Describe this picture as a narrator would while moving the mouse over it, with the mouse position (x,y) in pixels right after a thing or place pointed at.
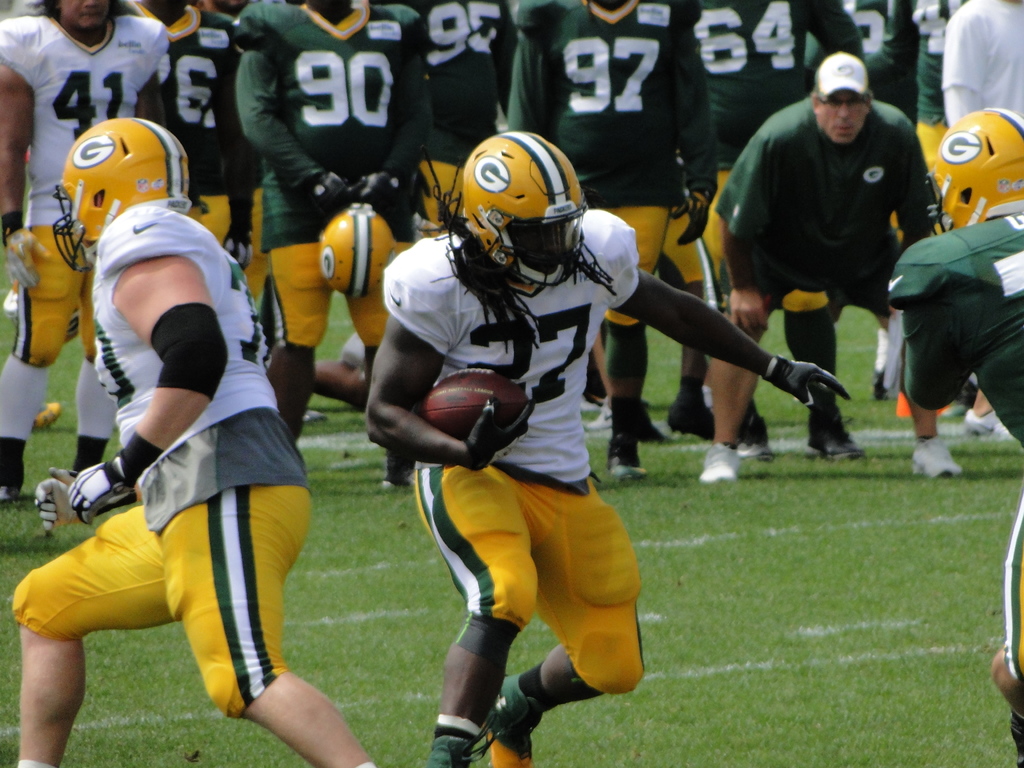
In this image we can see people (396,144) playing American football. At the bottom of the image (776,684) there is grass (776,684).
